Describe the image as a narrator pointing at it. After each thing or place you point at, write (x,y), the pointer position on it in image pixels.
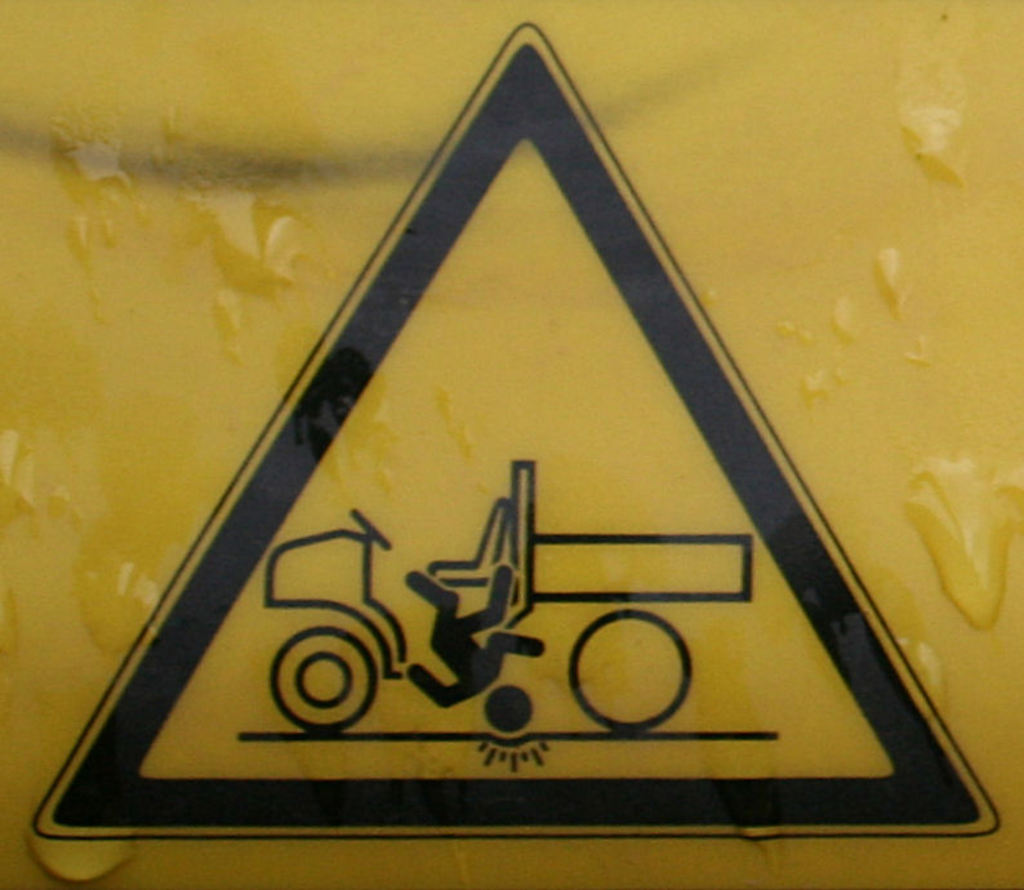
In this image there is a yellow board (112,36) on that board (960,437) there is a symbol (701,803) and a vehicle (334,543) in that symbol (351,533) a person (454,594) falling from the vehicle (547,594).
